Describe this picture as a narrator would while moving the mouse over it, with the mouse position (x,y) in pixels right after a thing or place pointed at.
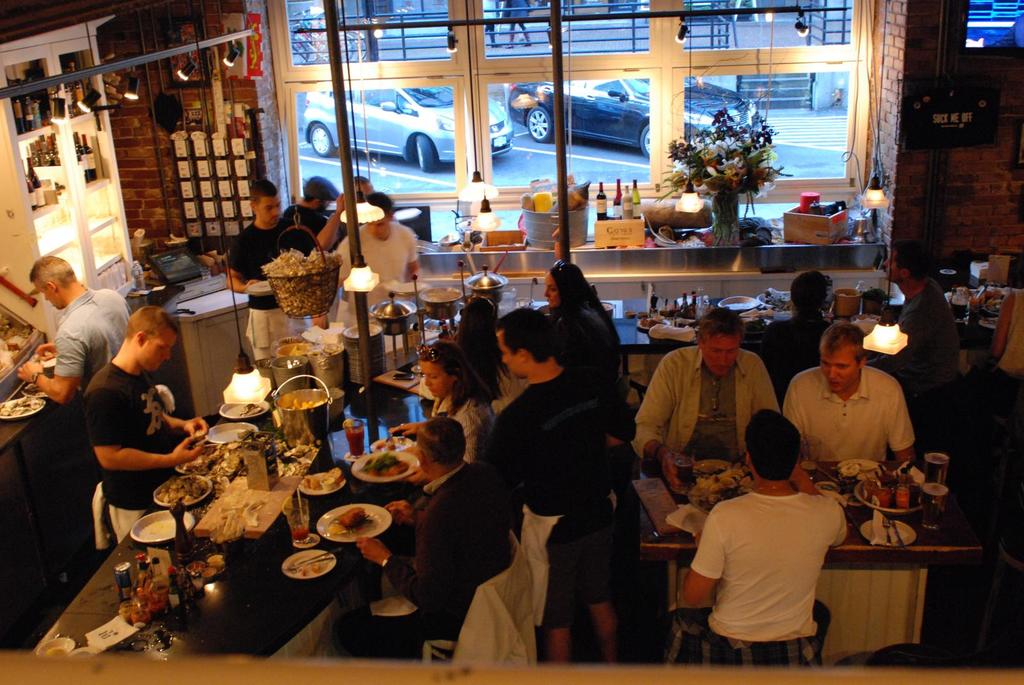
A group of people (665,421) sitting and having their meal (686,496), two cars (432,121) are parked outside the building (663,107) and two persons (809,381) are speaking with each other, we can see a television (970,46) here.
